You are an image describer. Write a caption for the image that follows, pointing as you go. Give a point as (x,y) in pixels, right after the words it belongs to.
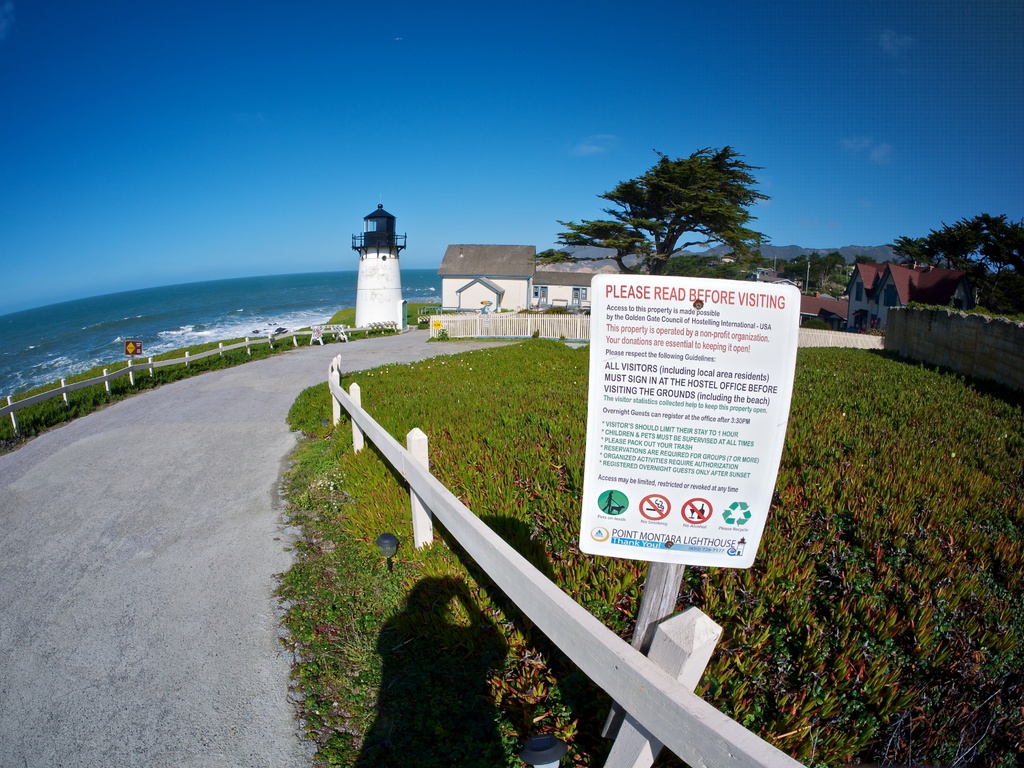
In this image, we can see houses (876,286), trees (753,255), poles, boards (627,378), a lighthouse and we can see fences (377,435) and at the bottom (114,515), there is a road (136,670).
